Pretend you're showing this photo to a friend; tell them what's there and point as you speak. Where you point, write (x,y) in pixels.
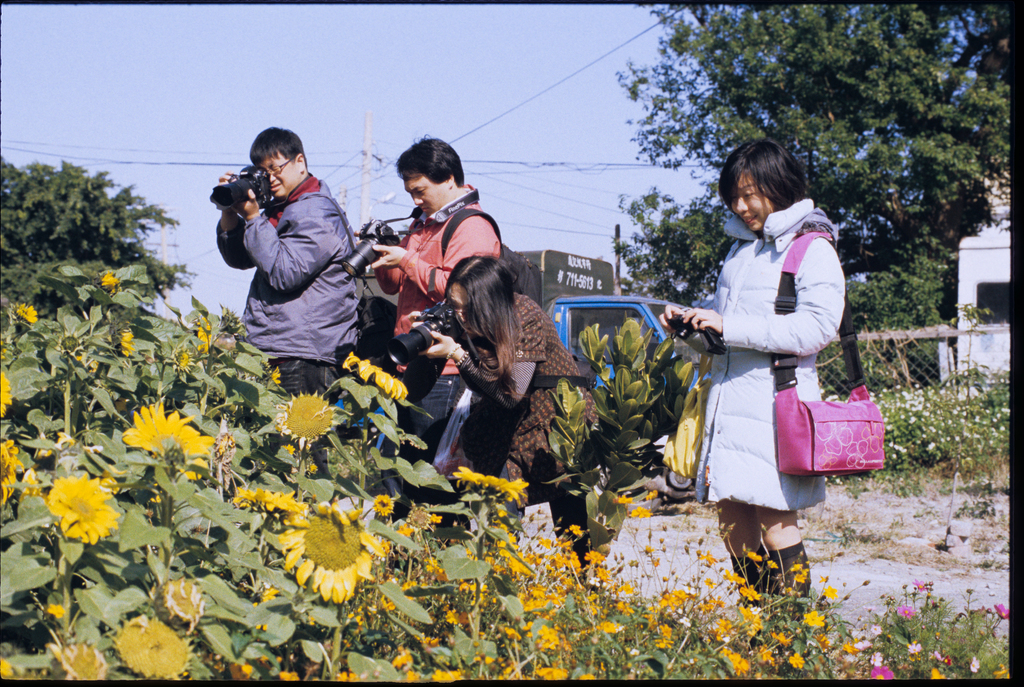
In the image there are four persons (456,350) standing and clicking pictures of sunflower plants (331,557) on the left side (142,578), in the back (637,306) there is truck (653,321) on the road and behind it there are trees (866,165), in the middle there is an electric pole (369,114) and above its sky (359,93).
